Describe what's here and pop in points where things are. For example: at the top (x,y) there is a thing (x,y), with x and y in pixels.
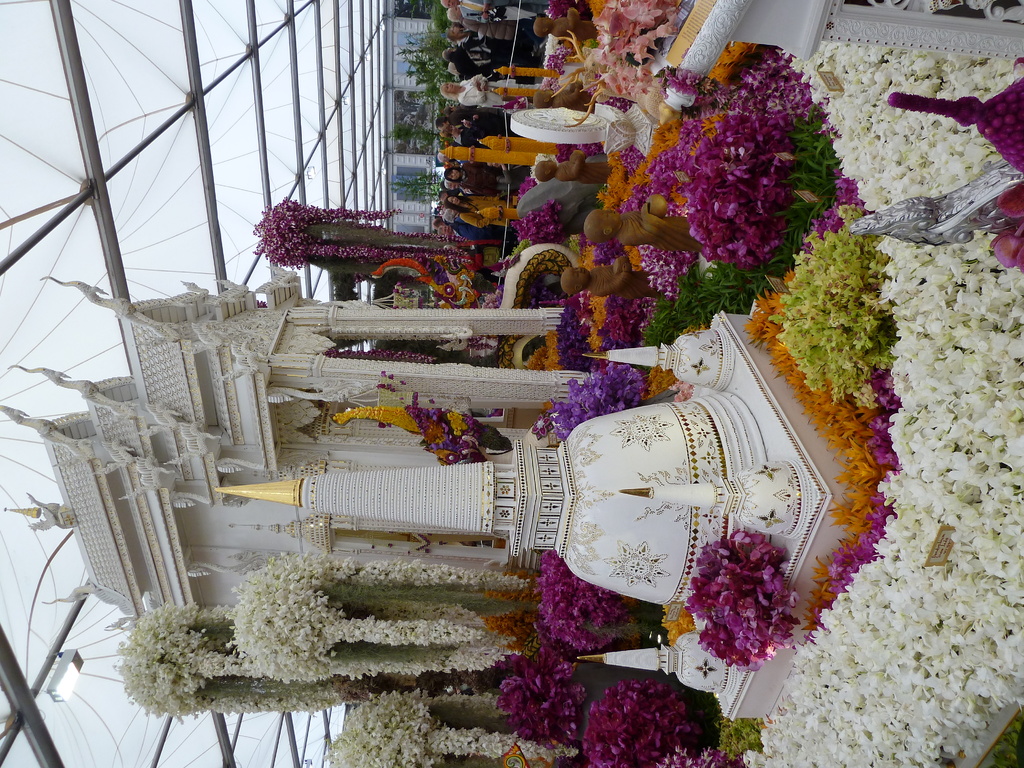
In the middle of the picture (511,485), we see a monument (601,501). Beside that, we see the plants (789,339) and the flowers (795,314) in white, pink and orange color. Beside that, we see the statues (610,282). At the top of the picture (506,180), we see the people (494,172) are standing. In the background (264,369), we see a building (260,471) in white color. On the left side (257,12), we see a light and the glass roof (182,254).
